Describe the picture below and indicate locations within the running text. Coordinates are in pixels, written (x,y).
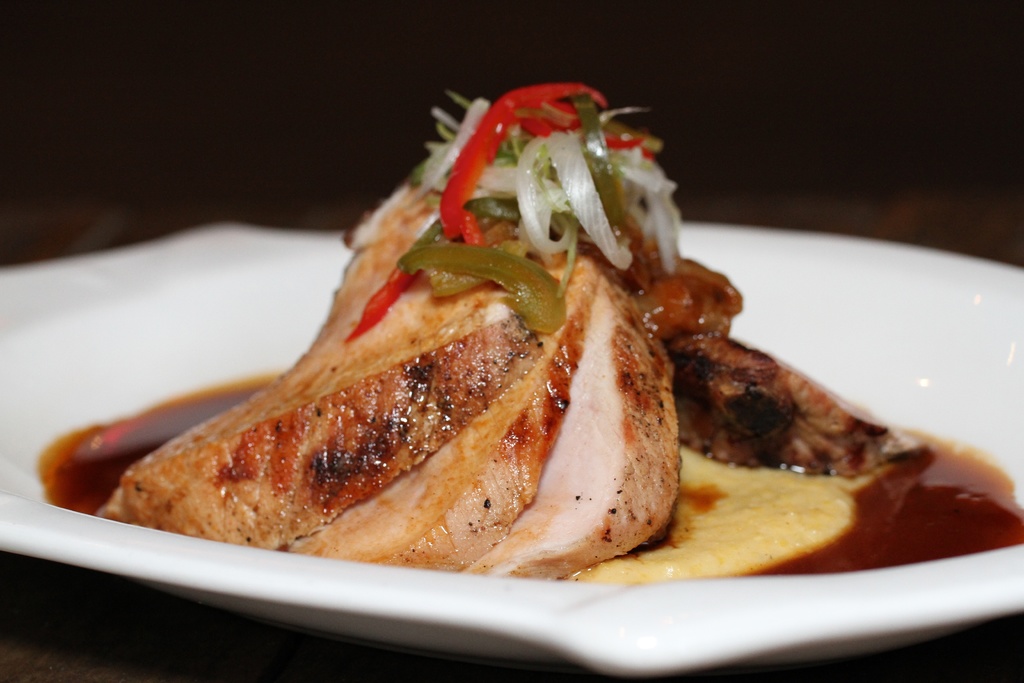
In this image we can see some food (143,482) on the white plate (97,311) and the background (1023,129) is dark.
